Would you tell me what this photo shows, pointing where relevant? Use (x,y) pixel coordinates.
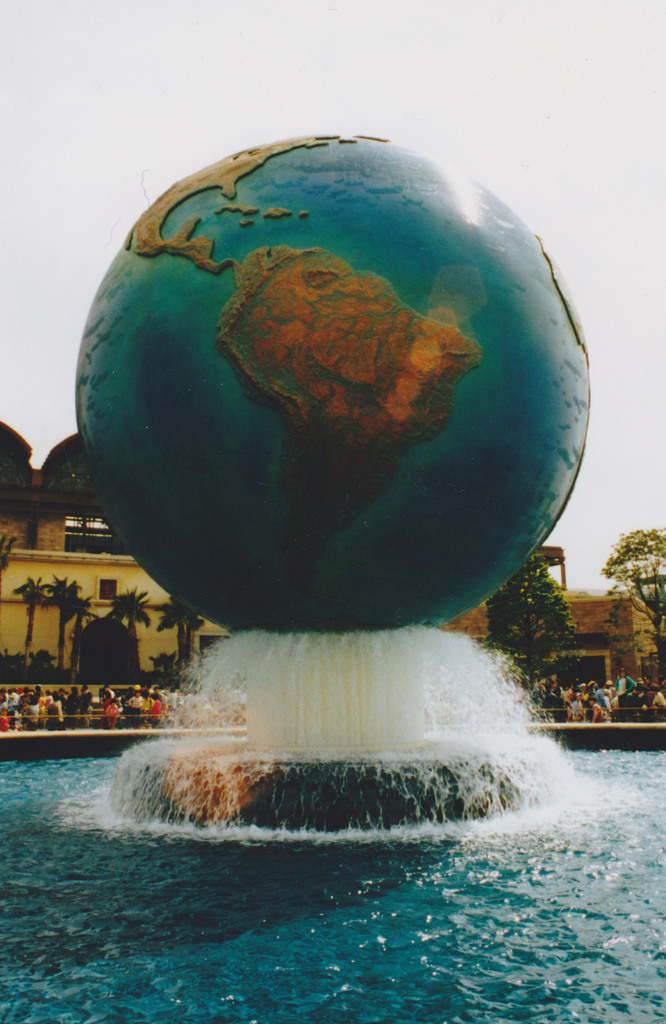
In the picture we can see a water (395,912) which is blue in color and on it we can see a fountain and a globular structure (389,600) with a map (320,421) on it and behind it, we can see some building (5,521) and some people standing near it and near it we can see some plants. Trees (661,583) and in the background (282,25), we can see a sky (254,66).
